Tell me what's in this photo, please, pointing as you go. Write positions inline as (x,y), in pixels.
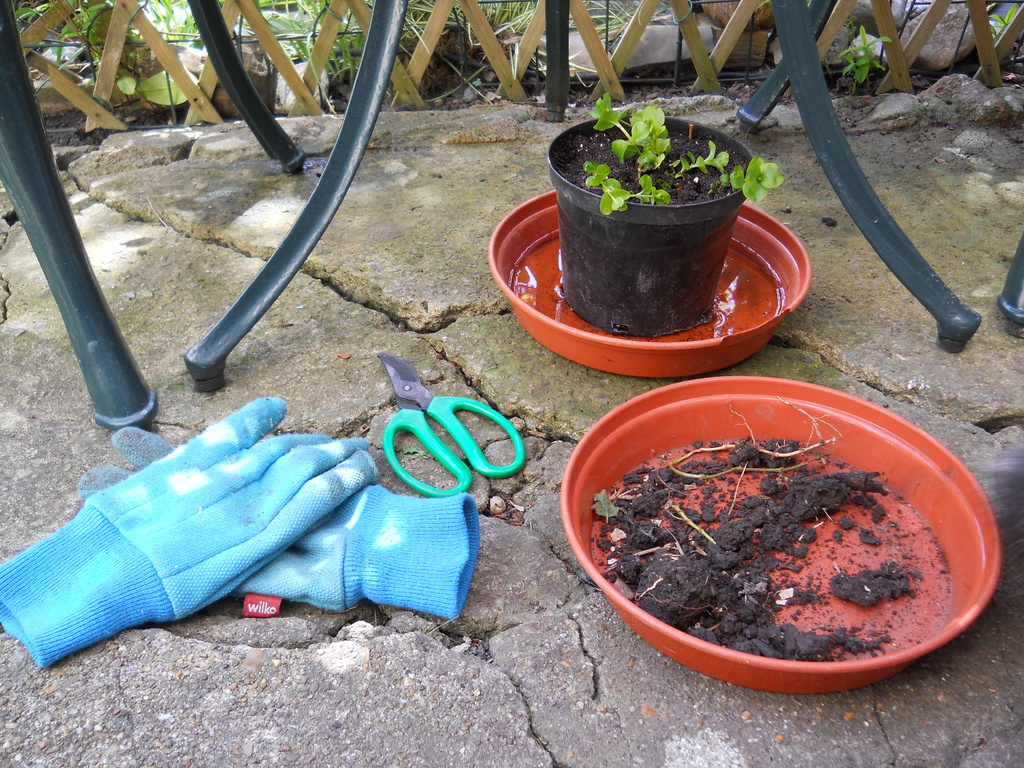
In this image I can see two gloves (194,572) in blue color, background (507,9) I can see few plants (616,189) in green color and I can also see the fencing (116,39) and I can see few rods (93,318) in black color.
